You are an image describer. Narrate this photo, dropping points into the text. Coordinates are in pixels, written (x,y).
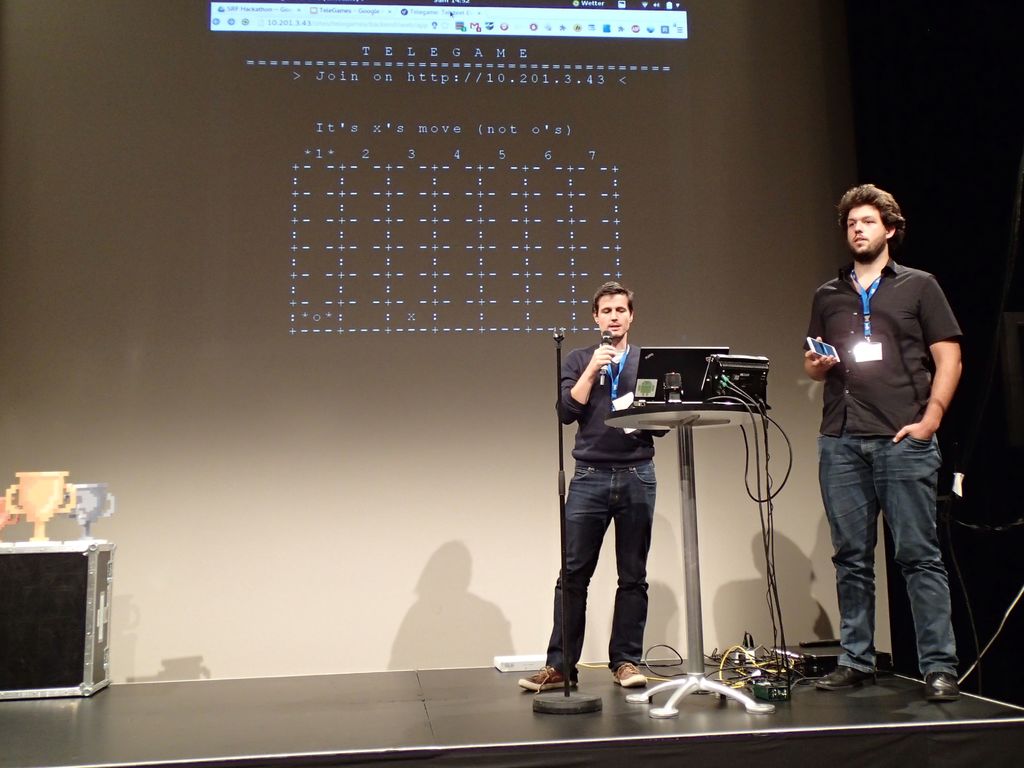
In this image I can see two persons (607,450) standing. The person (842,351) at right (839,344) is holding the mobile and the person (586,383) at left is holding the microphone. In front (744,403) I can see few objects (750,388) on the stand (727,404). In the background (544,67) I can see the screen (395,219).
